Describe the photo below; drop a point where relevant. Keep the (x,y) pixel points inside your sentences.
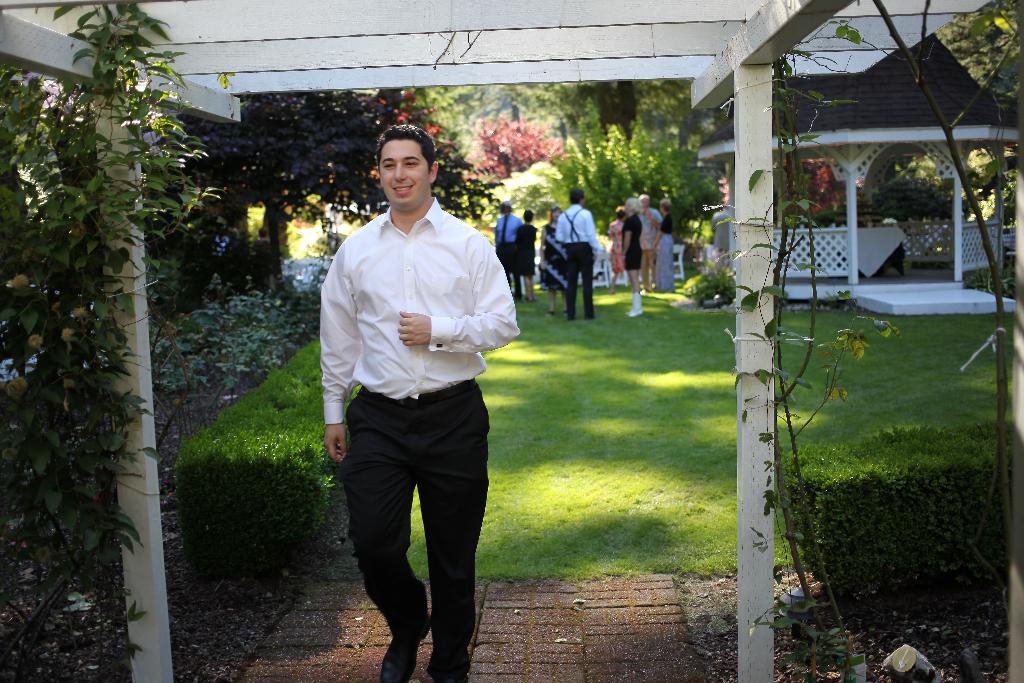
In the image I can see a person (429,464) in white and black dress (461,485) and behind there are some trees (676,222), plants (777,466), fencing (940,234) under the roof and some other things (763,407) around.
